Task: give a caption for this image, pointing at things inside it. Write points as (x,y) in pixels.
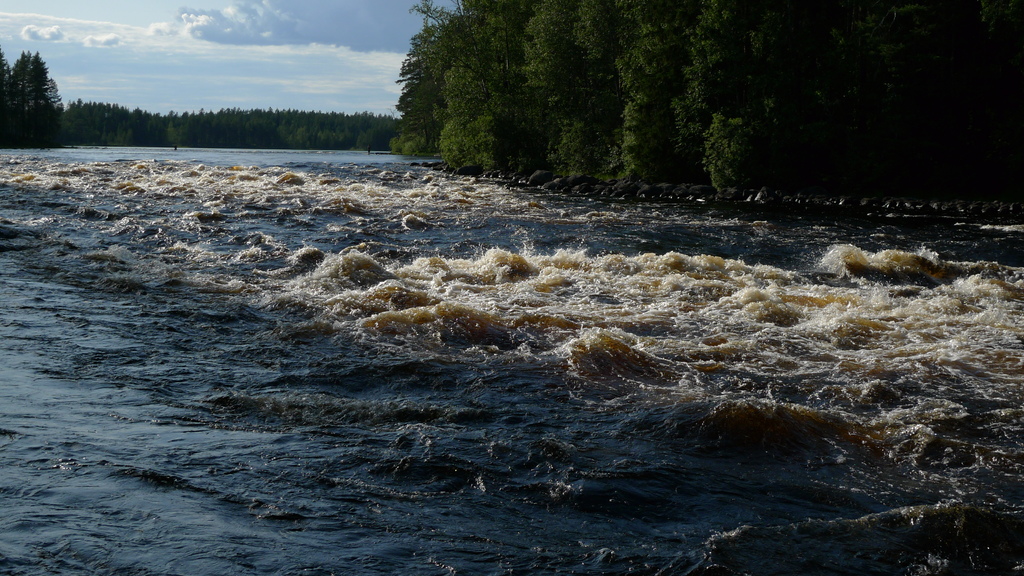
In this image, we can see a river (516,285) in between trees (280,124). There is a sky (230,45) in the top left of the image (328,41).
